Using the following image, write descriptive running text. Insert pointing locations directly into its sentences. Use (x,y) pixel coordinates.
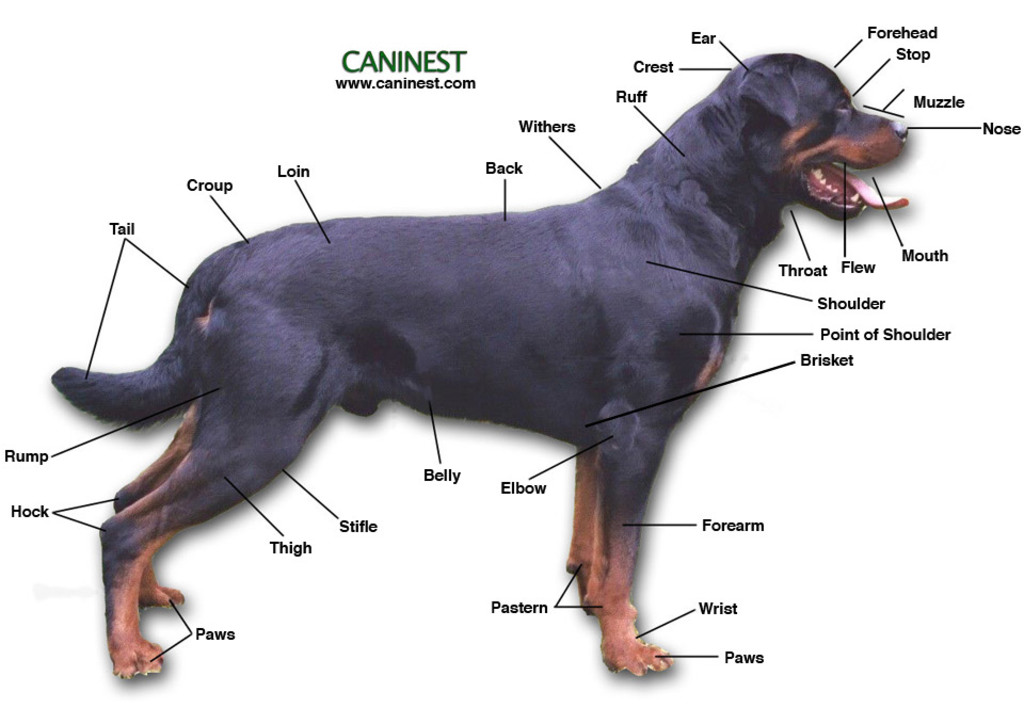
There is a picture of a black color dog (567,276) as we can see in the middle of this image (562,303) and there is some text (625,101) written in the background (211,178).
